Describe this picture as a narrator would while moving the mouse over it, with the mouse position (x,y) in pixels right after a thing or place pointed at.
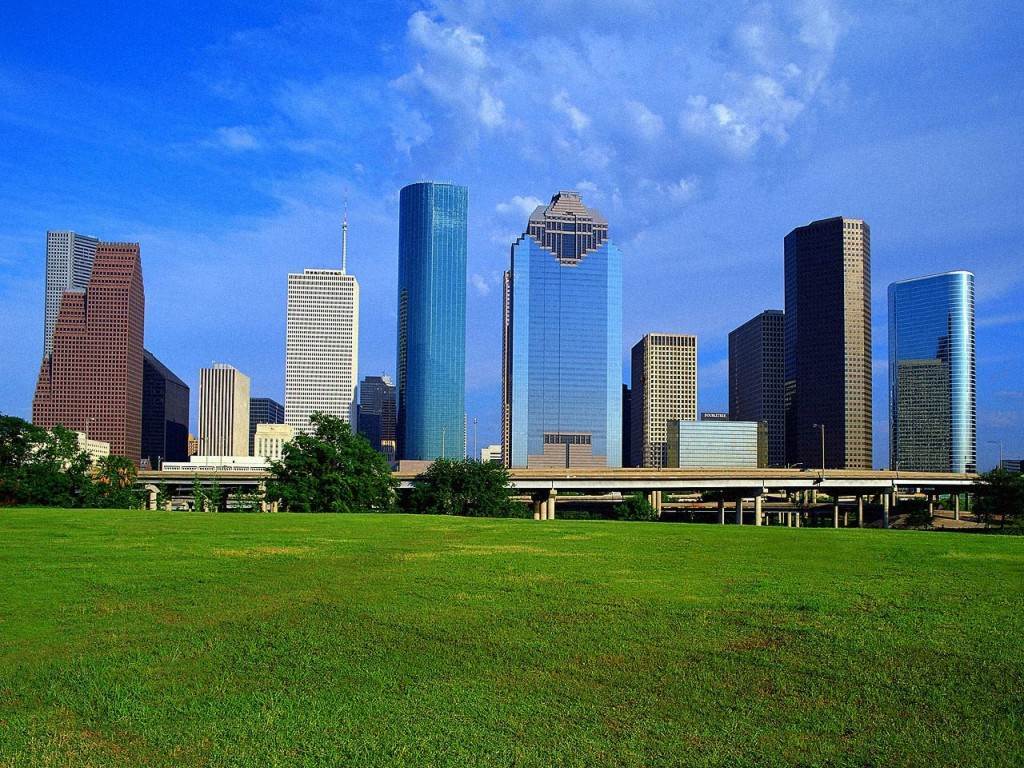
In the foreground of the image (510,674) we can see some grass (333,624), there are some trees (52,464) and in the background of the image (660,504) there is road (672,479), there are some buildings (505,321) and top of the image (454,105) there is sky (536,136) with clouds (363,168).
